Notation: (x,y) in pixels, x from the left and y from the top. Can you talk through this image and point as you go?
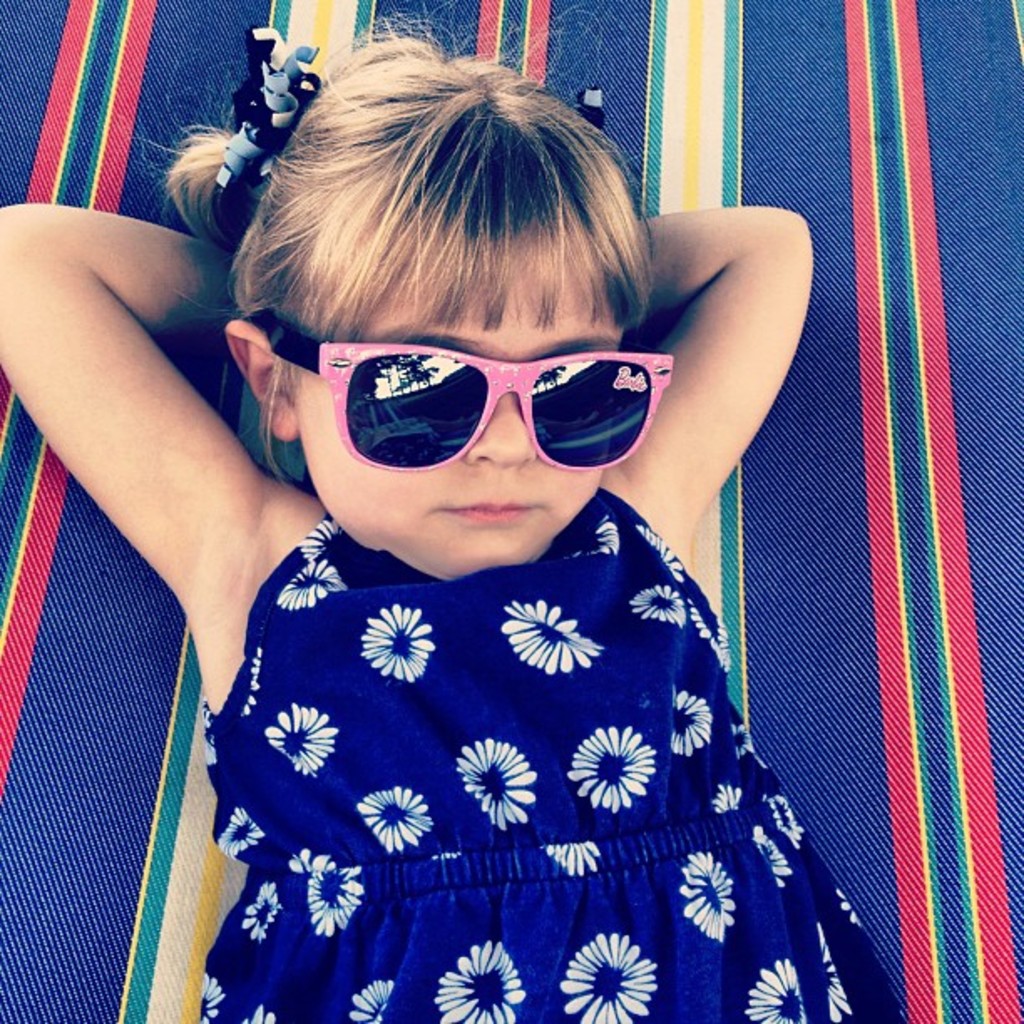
In this picture there is a girl (304,403) who is wearing goggles (435,420) and blue dress (523,857). She is lying on the carpet (863,656).
